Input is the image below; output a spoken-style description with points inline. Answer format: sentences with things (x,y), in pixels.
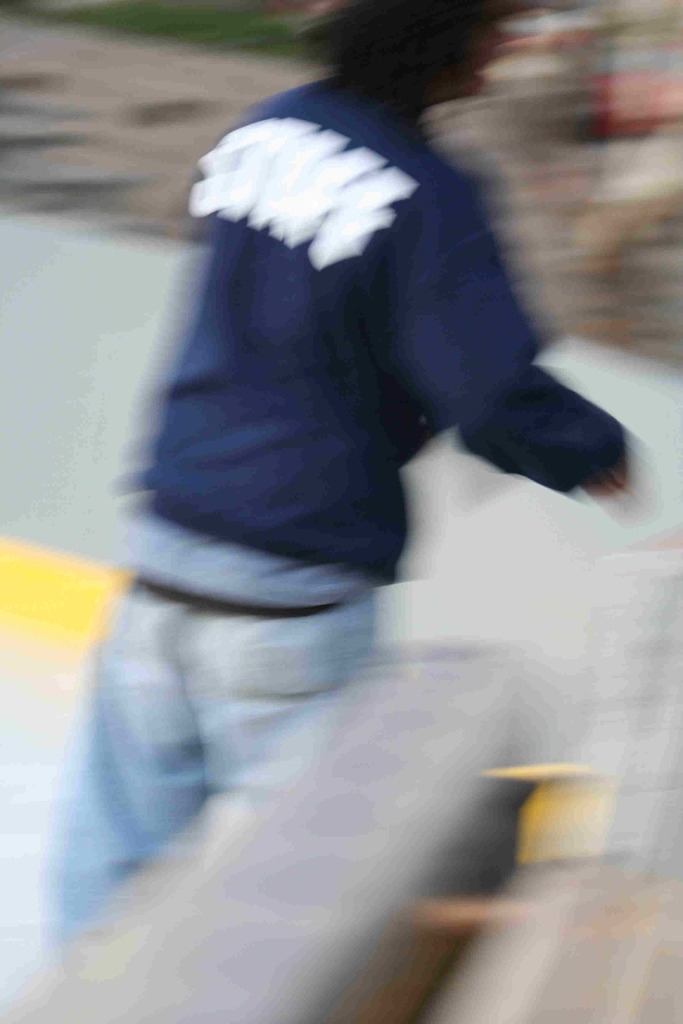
In this picture we can see a person (166,470) standing. Background (664,236) is blurry.
